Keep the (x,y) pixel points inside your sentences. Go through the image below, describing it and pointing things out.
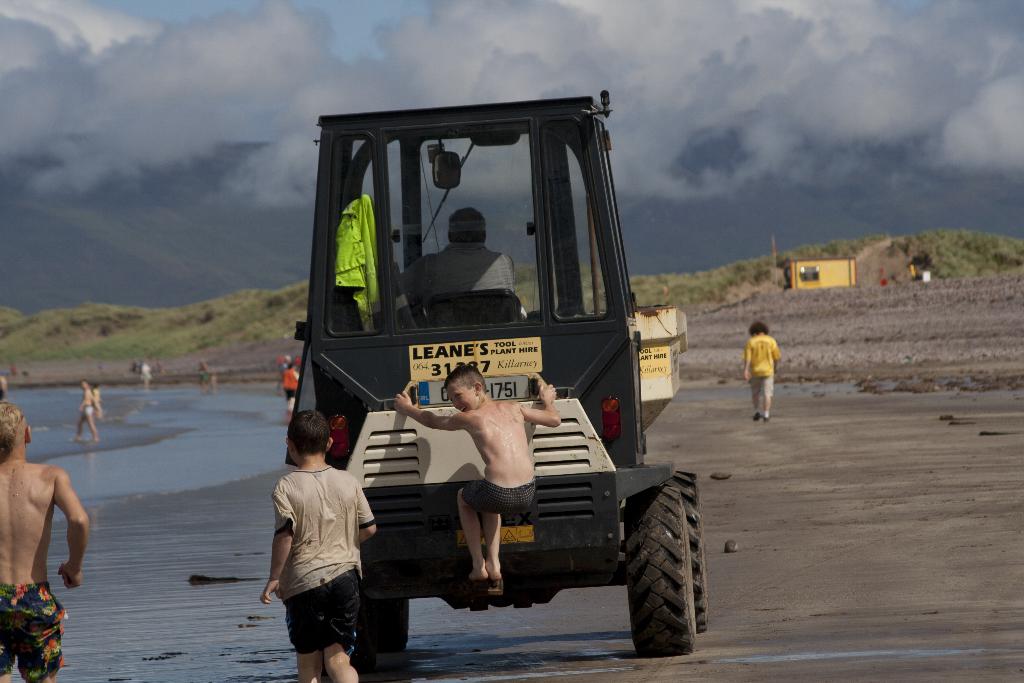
In this picture I can see the sand (184,367) on which there are number of people (19,475) and in front of this picture, I can see a vehicle (419,254) and I see a boy (552,395) holding the vehicle (433,404) from behind. In the background (70,317) I can see the plants (995,261) and I can see the cloudy sky (962,19). On the left side of this image (92,464) I can see the water (116,462).
